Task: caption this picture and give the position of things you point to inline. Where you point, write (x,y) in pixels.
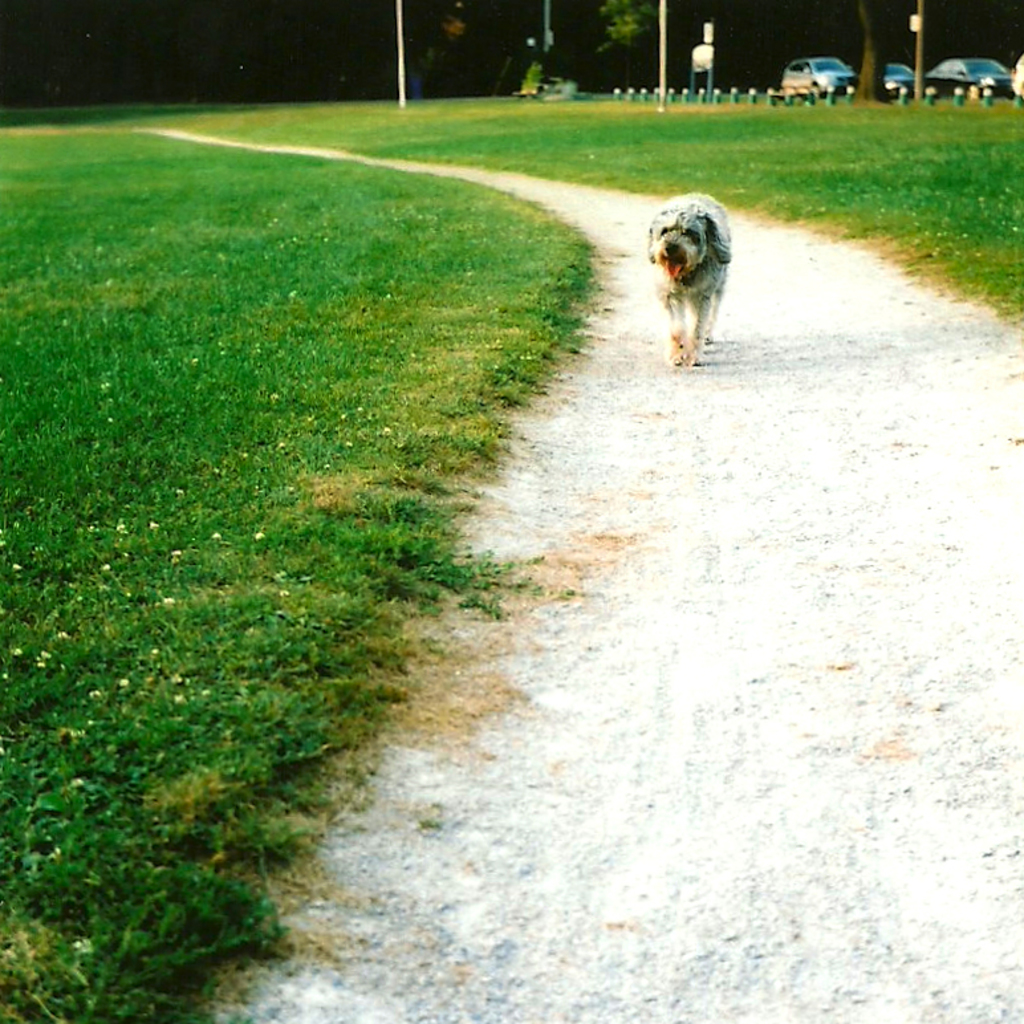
In this image there is grass (301,653) on ground (312,532). In the center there is a dog (685,287). In the background (1003,160) there are cars (966,92) and there's grass (644,121) on the ground (591,103).
